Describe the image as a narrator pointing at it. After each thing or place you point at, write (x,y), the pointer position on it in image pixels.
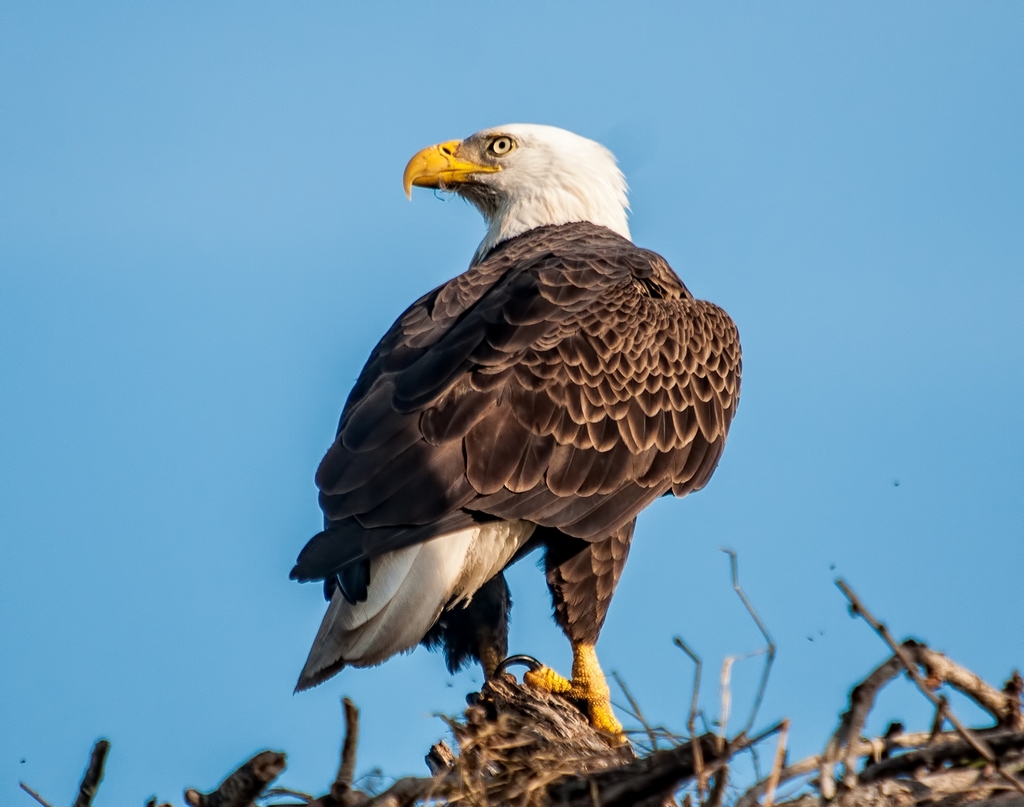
In this image, we can see a bird (455,484). We can also see some pieces of wood (252,796) at the bottom (924,793). We can see the sky (730,639).
